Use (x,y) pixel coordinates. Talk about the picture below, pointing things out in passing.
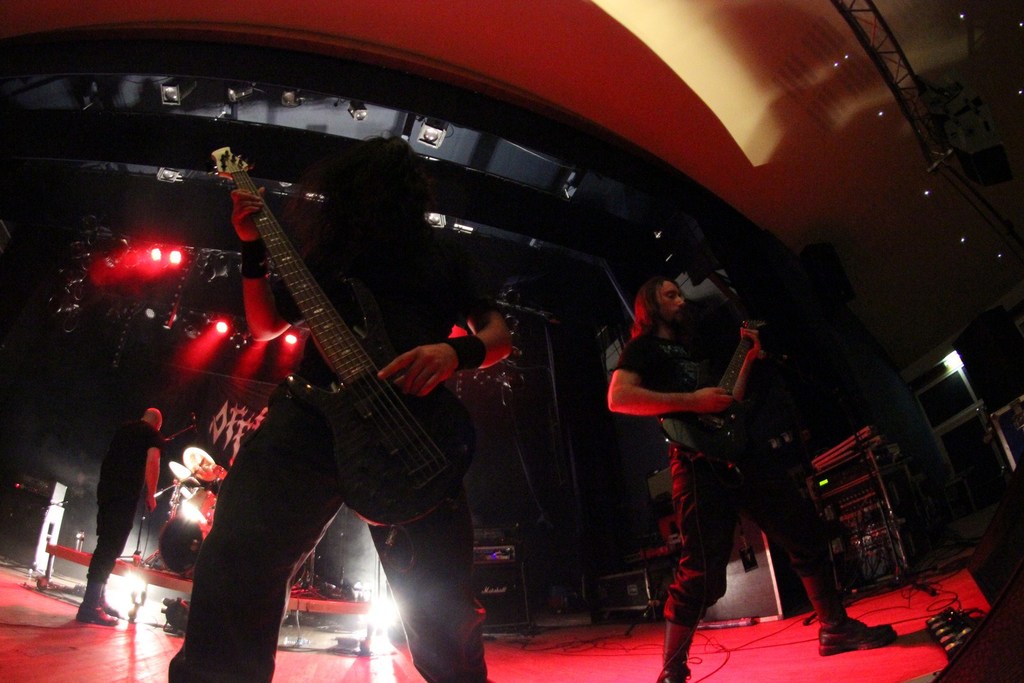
In this picture we can see three men (134,468) where two are holding guitars (358,349) in their hands (429,379) and playing it and other is standing on stage (114,645) and in background (194,482) we can see drums (205,450), lights (215,319), speakers (515,609), devices (864,499), wires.
